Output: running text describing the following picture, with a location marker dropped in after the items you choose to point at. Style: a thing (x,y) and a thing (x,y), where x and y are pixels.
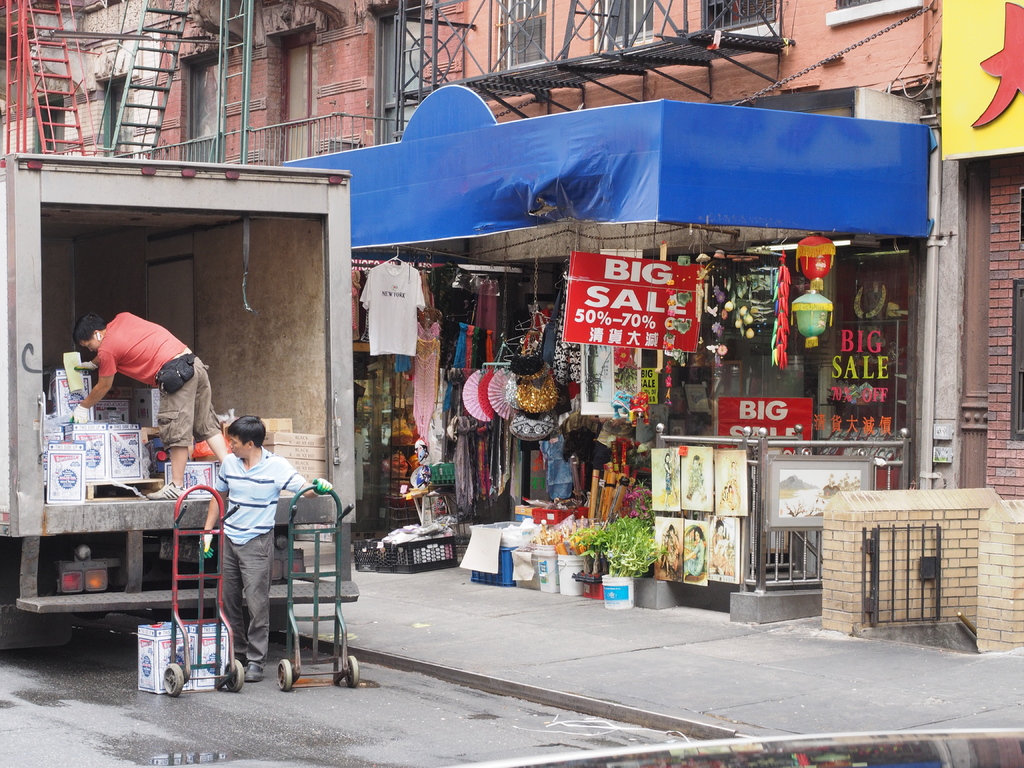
In this image I can see two persons (256,484) standing. In front (253,609) the person (259,558) is wearing blue and grey color and I can also see few trolleys (291,649). Background (453,397) I can see few clothes (437,377) and few decorative items (597,523) and they are in multi color. I can also see the board (586,284) in red color. Background (358,61) I can see the building (307,61) in brown color and I can also see few stairs (228,48).
